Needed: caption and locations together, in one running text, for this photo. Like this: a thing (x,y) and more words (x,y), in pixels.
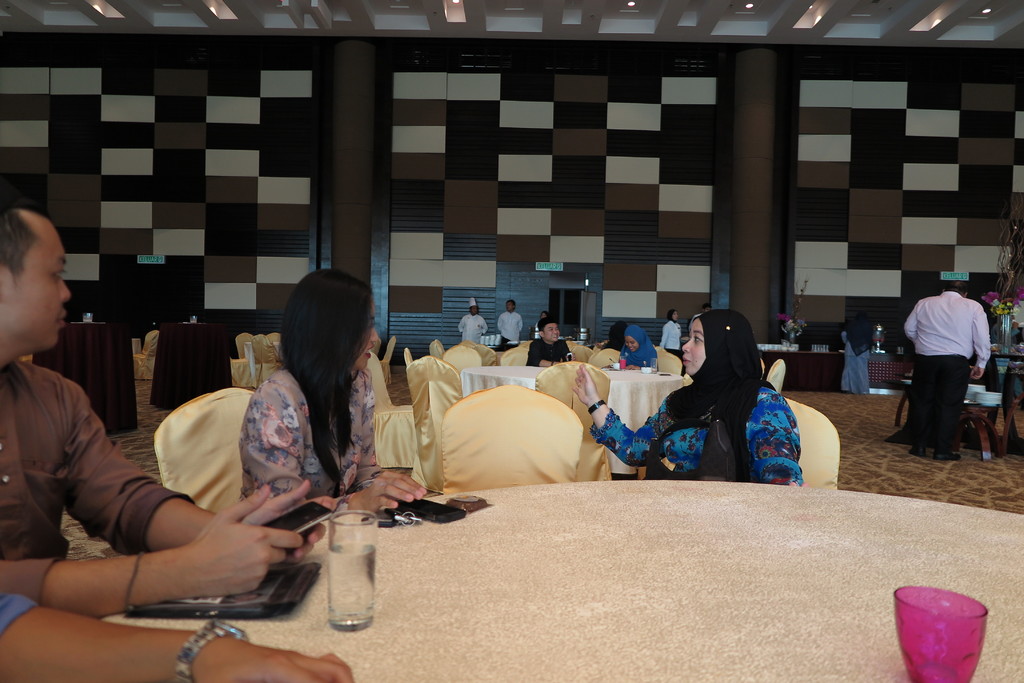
There are three persons (250,400) sitting in the front (94,483). On the left corner (65,463) a person (107,507) is holding a mobile (306,519). There is a table (553,591). On the table (407,573) there are glasses (349,581), mobile (453,516), keys (417,516) and some other items (273,594). Also a person (162,656) is wearing a watch (224,625). In the background (421,386) there are many chairs (447,391), tables (516,368), some persons (627,346) are sitting, standing. And there is a check wall (556,170) on the background (807,190).
